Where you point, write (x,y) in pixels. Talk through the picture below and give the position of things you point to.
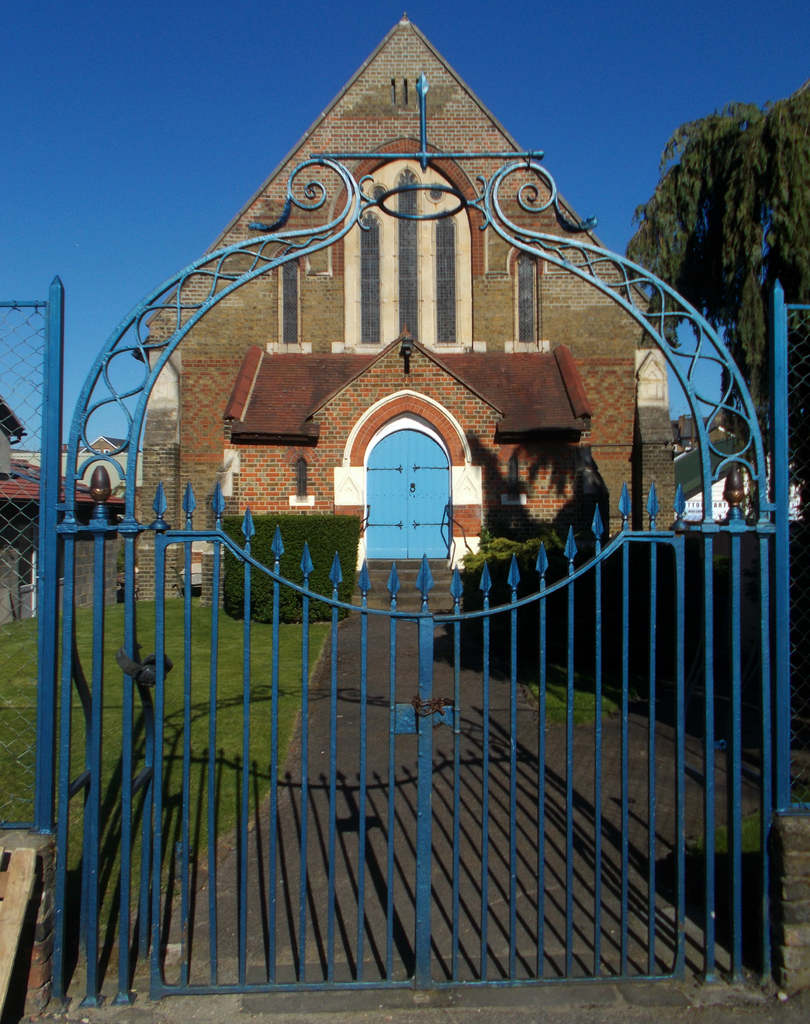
This image is taken outdoors. At the top of the image (127,134) there is the sky (639,49). At the bottom of the image (393,1020) there is a road (503,996). In the background (21,483) there are a few houses (110,441) and there is a building (273,359) with walls (562,338), windows (412,283) a door (393,446) and a roof (549,423). There are a few trees (721,197) and plants (314,537) on the ground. There is a ground (239,663) with grass (233,638) on it. In the middle of the image (366,651) there is a gate (160,848) and there are a few iron bars (781,326).
